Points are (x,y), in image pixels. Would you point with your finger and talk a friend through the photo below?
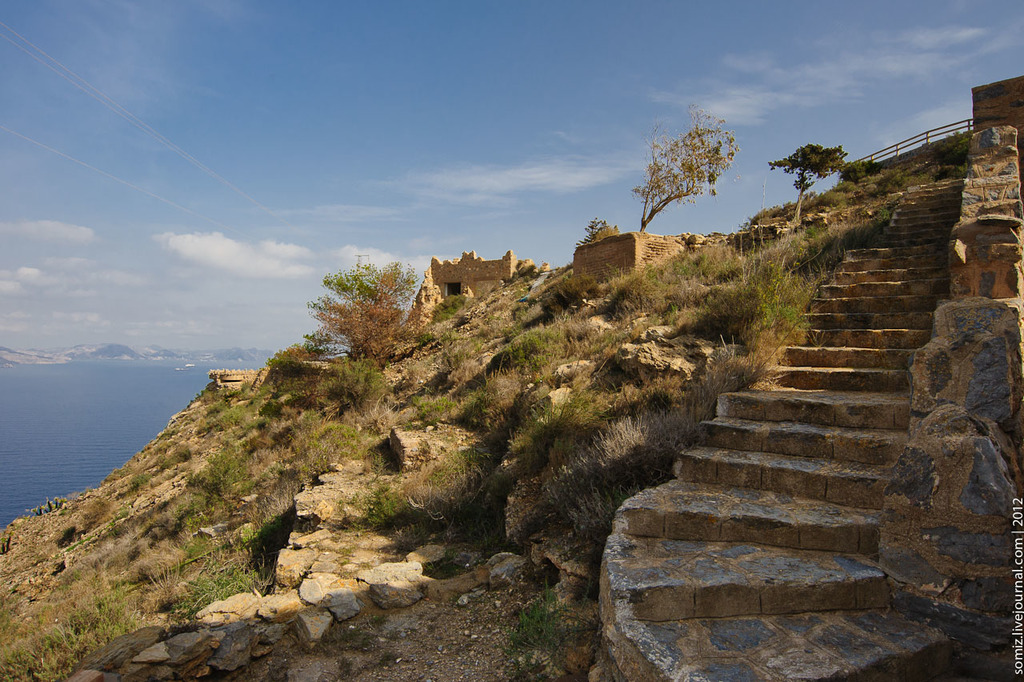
In this picture I can see stairs (854,656), plants (521,359), grass (500,400), rocks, trees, there is water (81,370), and in the background (318,138) there is sky (599,158) and there is a watermark (1020,611) on the image.
